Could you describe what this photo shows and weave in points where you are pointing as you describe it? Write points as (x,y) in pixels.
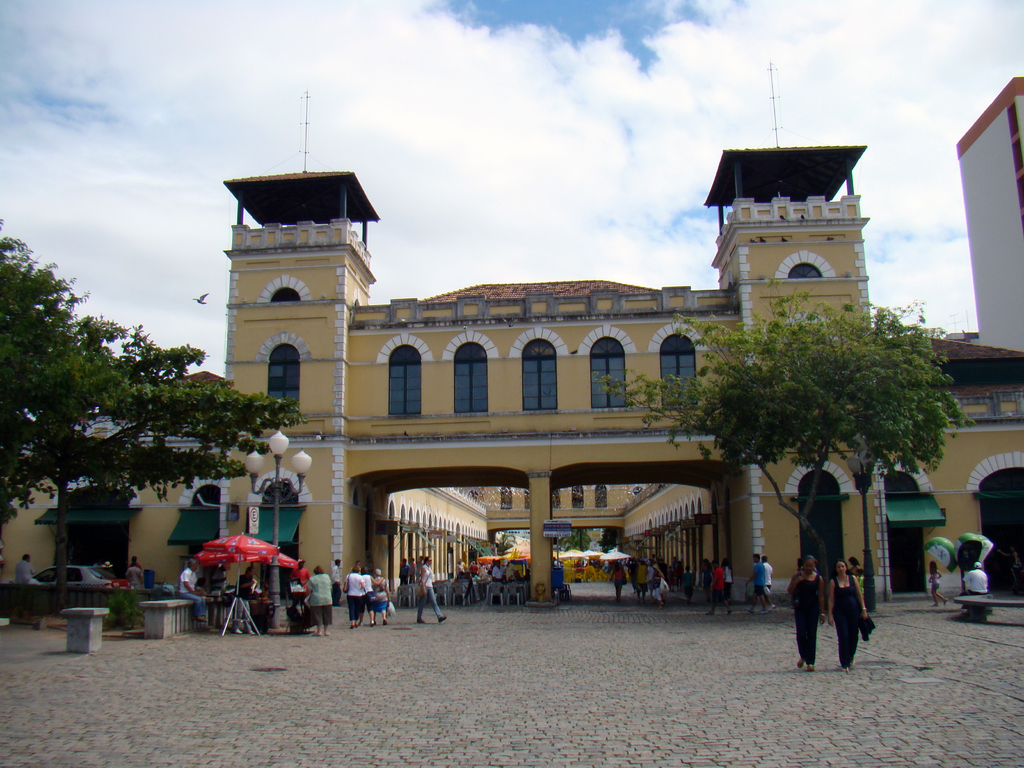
In this image we can see buildings (535,450), entrance arch (462,457), stalls (252,560) on the ground (277,673), persons (353,593) walking on the ground (707,690), street poles (277,594), street lights (299,466), trees (819,412), fences (128,590), benches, birds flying in the air (208,140) and sky (553,67) in the background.
